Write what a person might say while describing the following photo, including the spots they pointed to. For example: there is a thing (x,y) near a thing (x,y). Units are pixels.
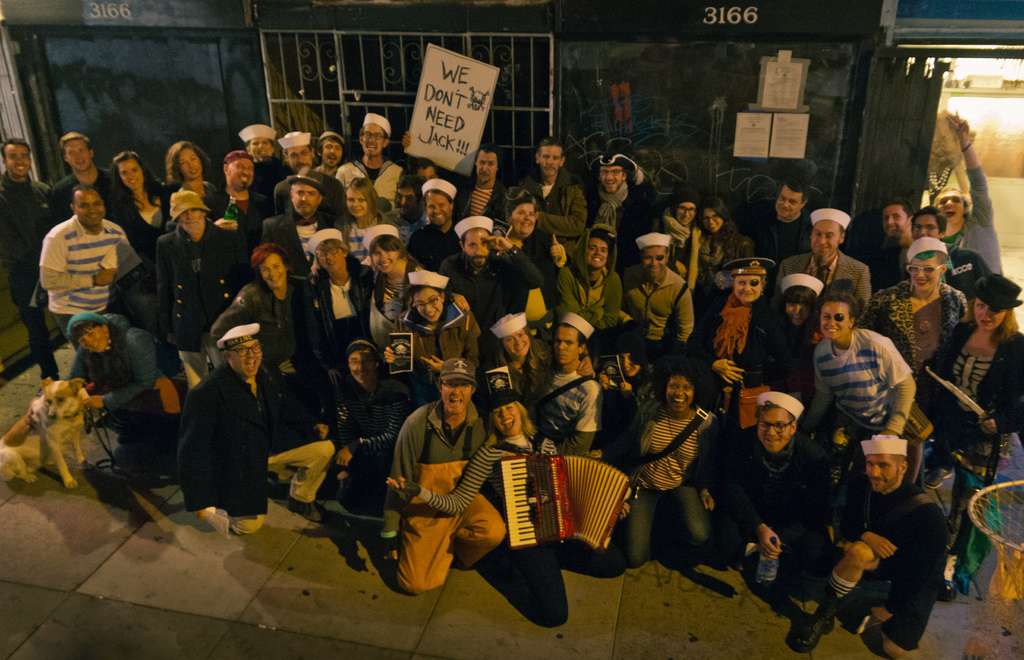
In this image, we can see a group of people (202,441) are on the path (638,641). Few people (636,462) are holding some objects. At the top of the image (829,82), we can see the wall (643,100), grille (490,116), posters (461,107) and doors (915,126).
